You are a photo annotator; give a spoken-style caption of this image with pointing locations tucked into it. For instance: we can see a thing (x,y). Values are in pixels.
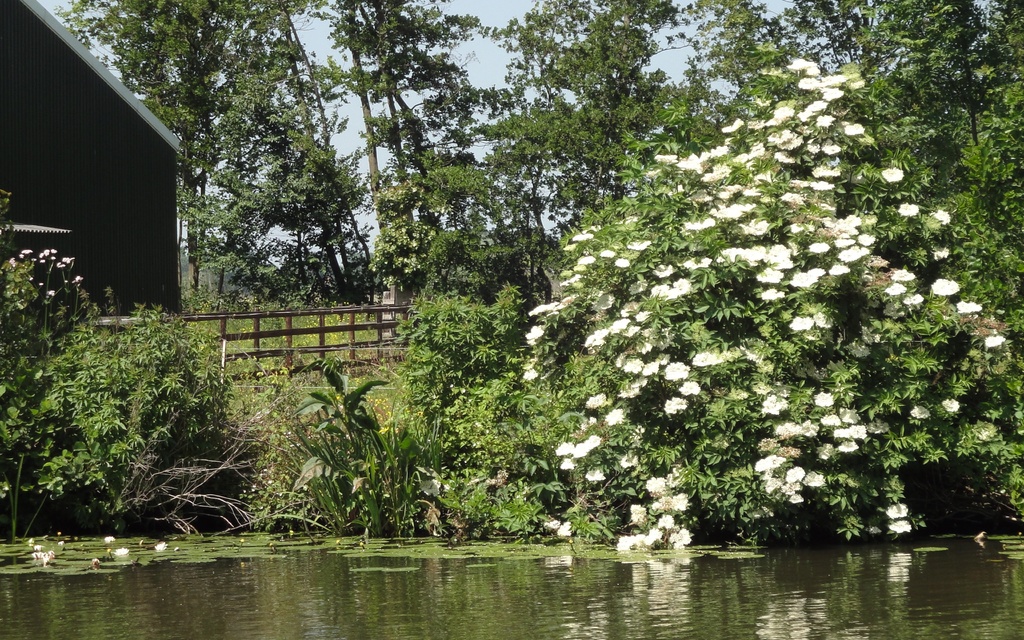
At the bottom of the image (355,635) there is a water (486,610). On the left side of the image (76,183) there is a shed (129,202). In the background (484,203) there are some trees (269,121) and sky (499,54).
